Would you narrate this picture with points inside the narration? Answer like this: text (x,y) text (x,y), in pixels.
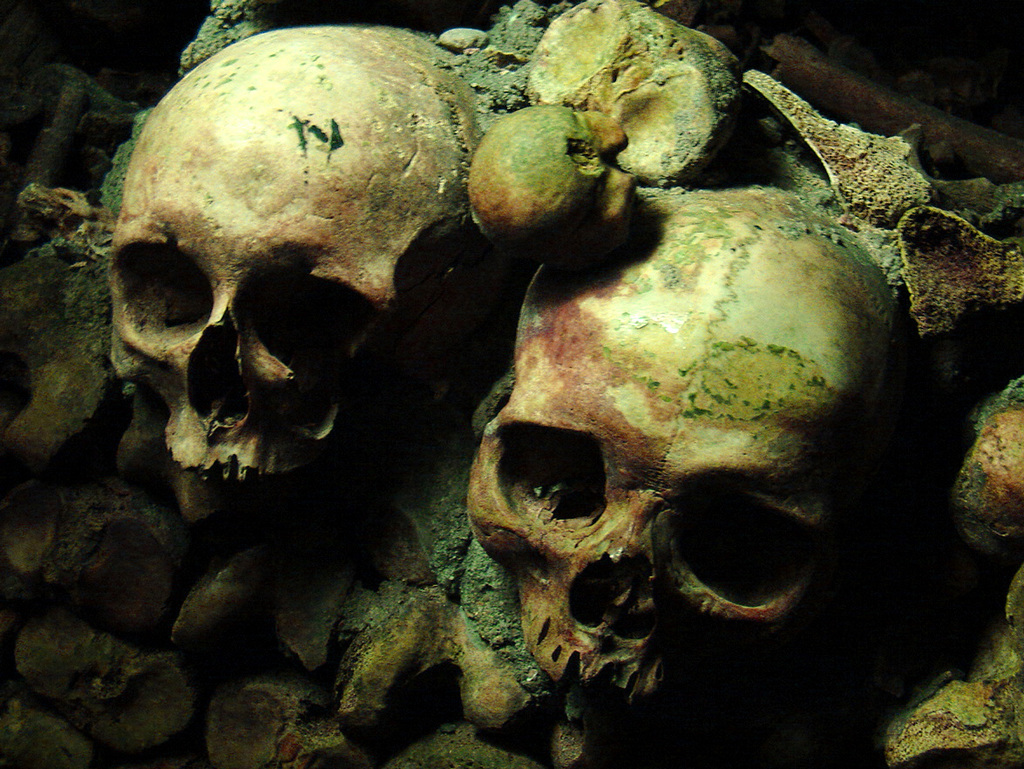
In this picture I can see skulls (552,414) and other objects (57,411).
